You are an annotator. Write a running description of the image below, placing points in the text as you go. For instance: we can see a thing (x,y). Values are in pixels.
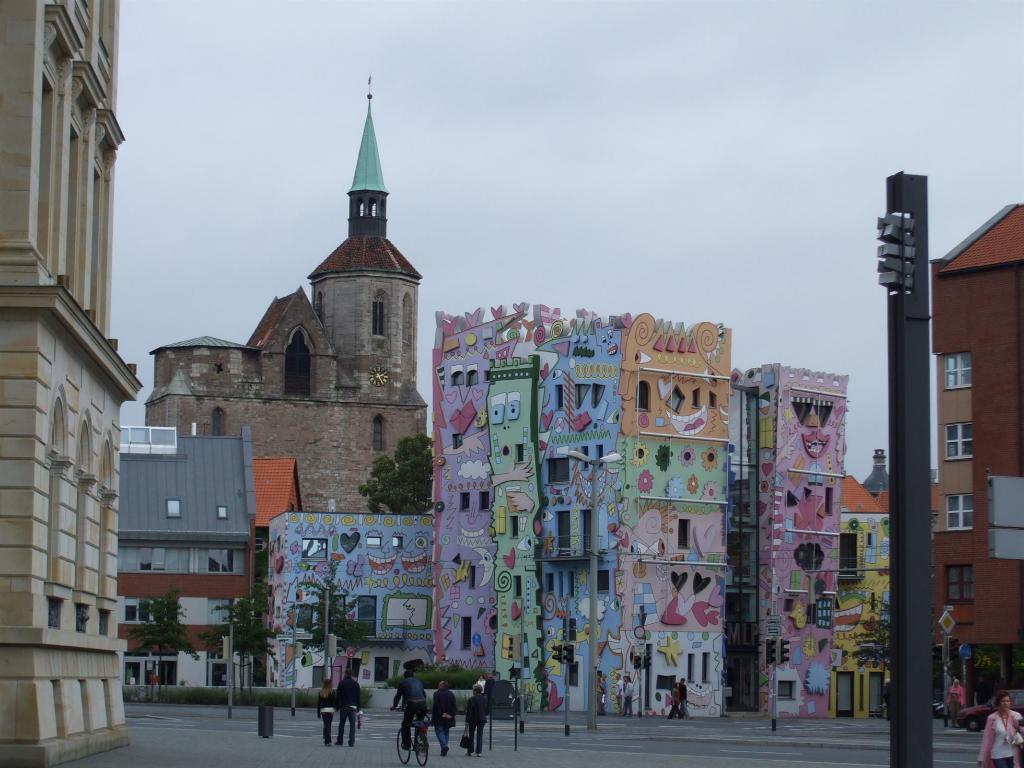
In this picture we can see a person (412,725) riding on a bicycle (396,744). We can see a few people (441,722) are walking on the path (360,740). There are some traffic signals (519,670) on the path (581,721). We can see a few buildings (790,689) in the background (969,635).
